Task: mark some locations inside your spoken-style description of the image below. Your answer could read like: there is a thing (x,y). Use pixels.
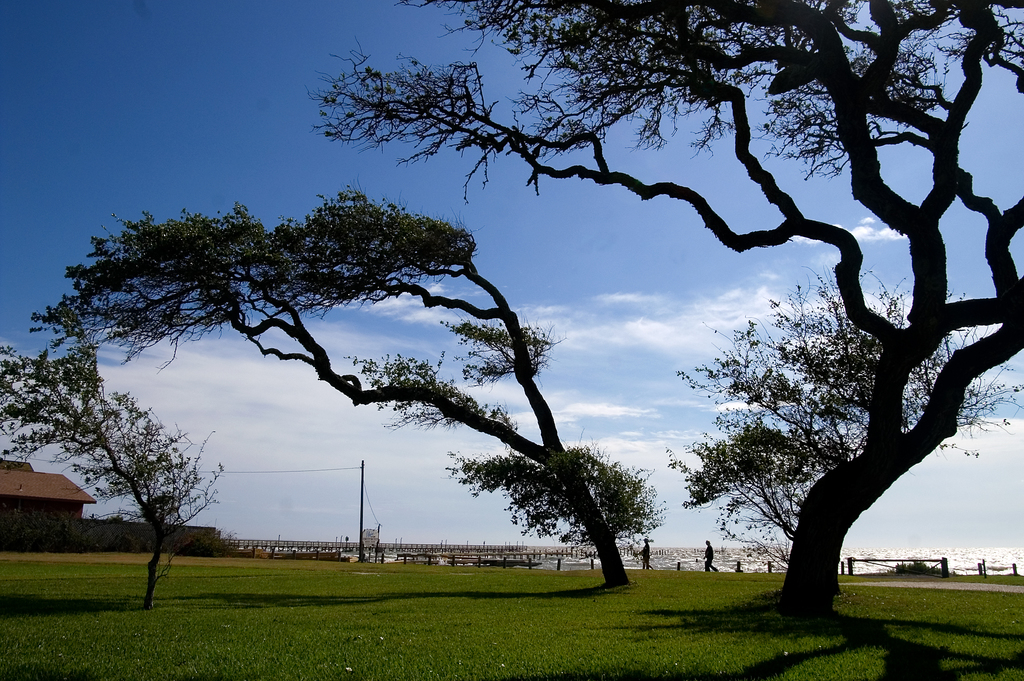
In this picture I can observe some grass (370,610) on the ground (493,610). There are some trees (536,506). In the background (594,370) I can observe some clouds (270,402) in the sky (570,267).
